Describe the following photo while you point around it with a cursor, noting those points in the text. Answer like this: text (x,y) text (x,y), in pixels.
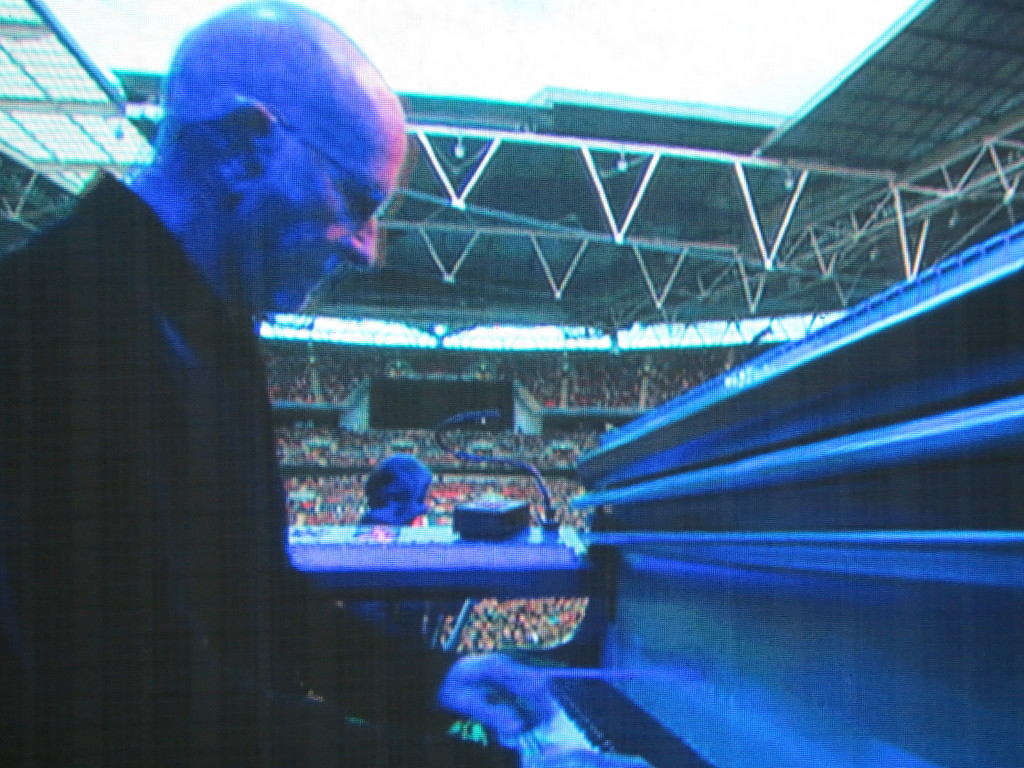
This picture describes about group of people (331,508), in the left side of the image (258,258) we can see a man (252,360), he wore spectacles (375,211), and he is playing keyboard (646,576), in the background (557,137) we can see few metal rods (540,140).
